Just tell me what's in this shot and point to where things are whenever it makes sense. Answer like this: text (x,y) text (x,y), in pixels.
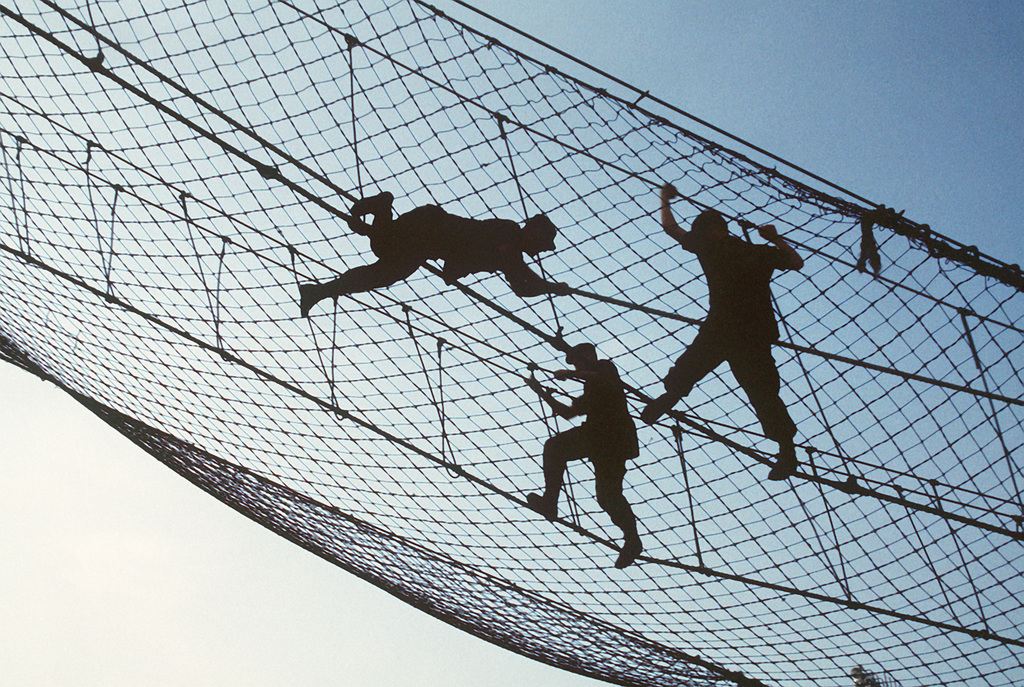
In the center of this picture (618,436) we can see the group of people (535,507) seems to be climbing the net (496,183) and we can see the ropes (458,146) and some other objects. In the background (91,563) we can see the sky (885,65).
